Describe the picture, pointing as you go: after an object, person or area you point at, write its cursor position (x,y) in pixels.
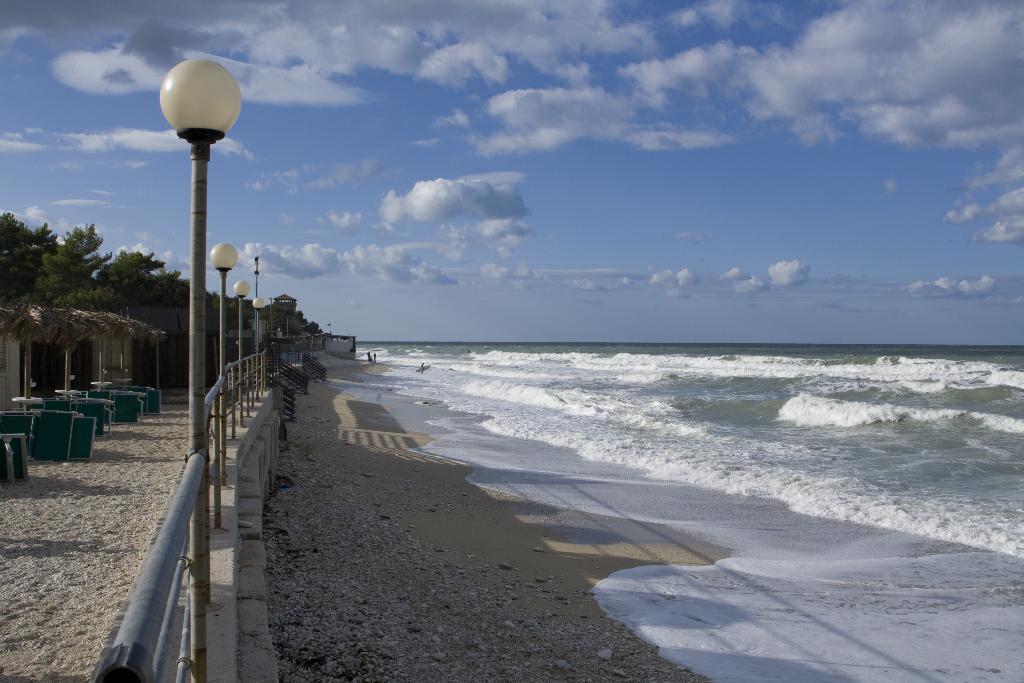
In this picture we can see water (664,388), sand (178,459), fence (134,626), poles (196,430), lamps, trees (229,308) and some objects (277,362) and in the background (440,84) we can see the sky (707,55) with clouds (944,129).
